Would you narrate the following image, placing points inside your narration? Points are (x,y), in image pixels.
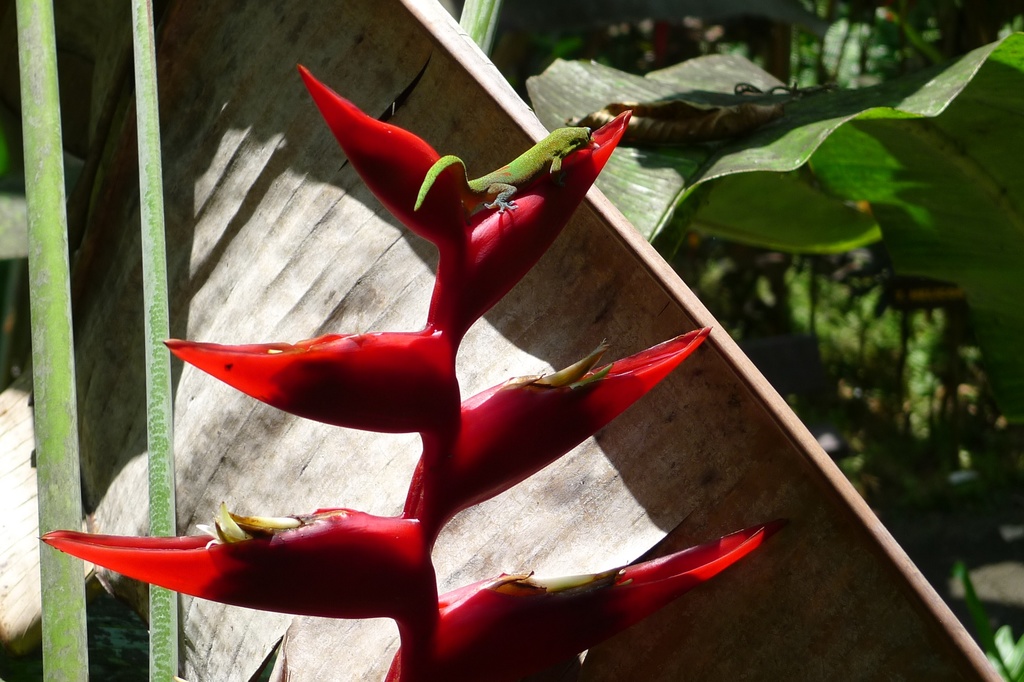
In the image there is a green lizard (528,160) standing on a red plant (425,373) and behind it there are plants (739,312) and trees (822,272).
